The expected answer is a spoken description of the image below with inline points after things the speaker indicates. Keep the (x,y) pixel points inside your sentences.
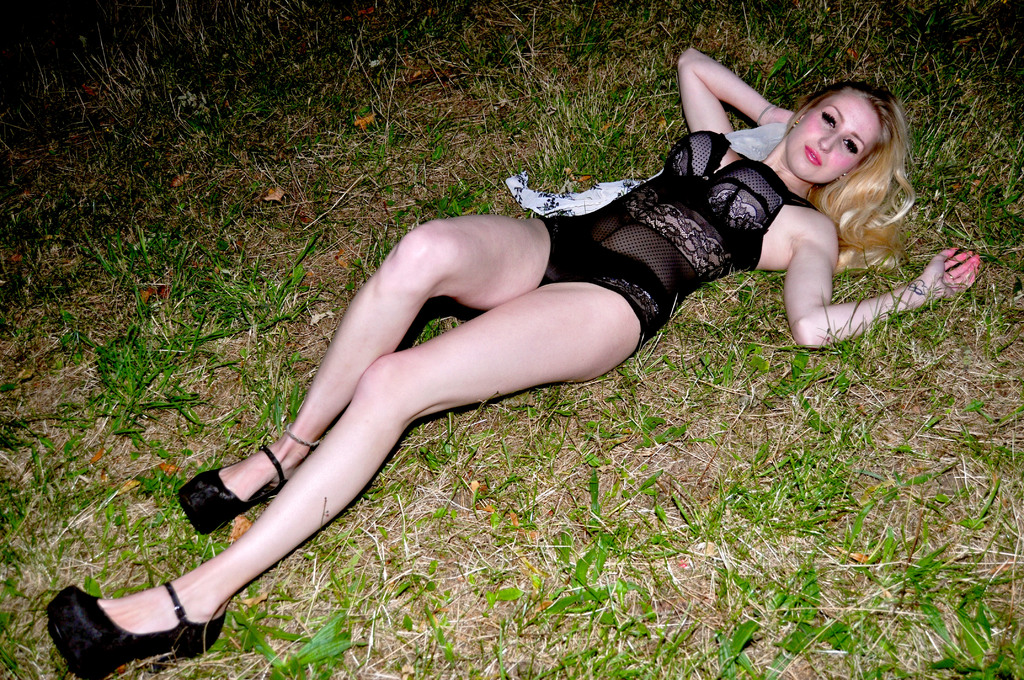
In this image I can see a person (690,203) lying and wearing black color dress (713,265). I can see the green grass (821,504) and dry grass (771,567).
